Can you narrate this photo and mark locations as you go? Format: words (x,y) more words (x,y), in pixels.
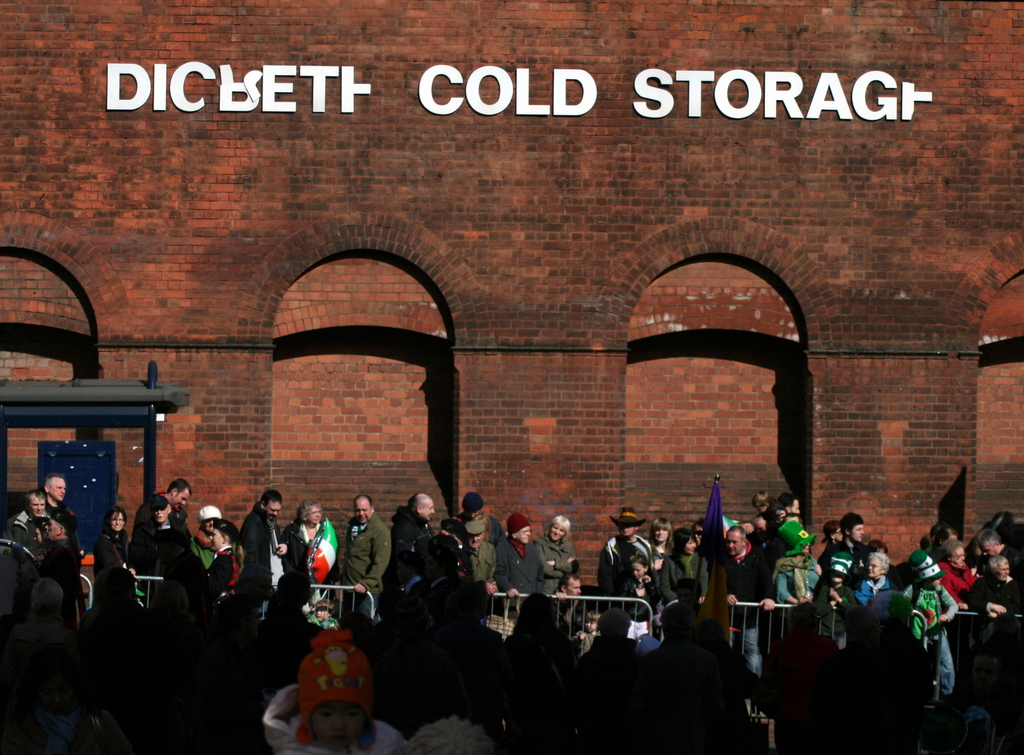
In the image in the center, we can see a few people (110,579) are standing. And we can see flags (319,574), fences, etc. In the background (507,258) there is a building (490,229), wall (490,229), banner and a few other objects (97,412).
